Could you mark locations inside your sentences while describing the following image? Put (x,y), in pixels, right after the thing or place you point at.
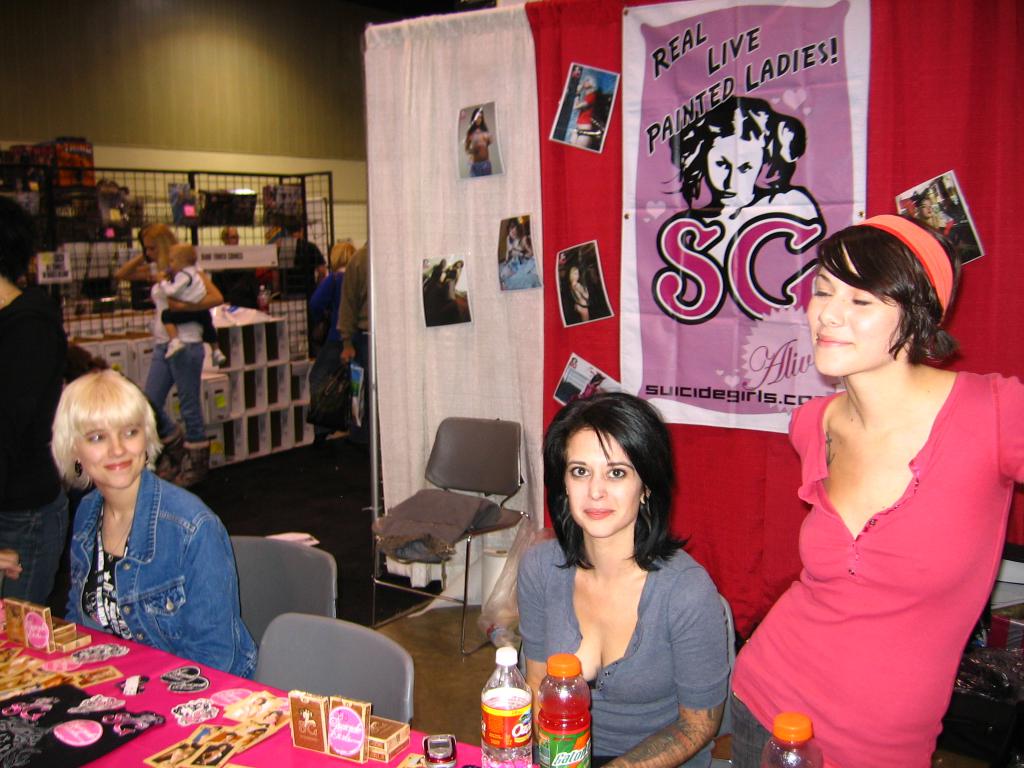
In this picture we have 2 persons (112,467) sitting in the chair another person (822,684) standing near the table (165,682) and in table (388,764) we have papers (22,669), labels (551,751), box (398,751), bottles (510,678) and in the back ground (504,406) we have chair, banner (848,30), curtain (381,198), another person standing and racks (244,341).
